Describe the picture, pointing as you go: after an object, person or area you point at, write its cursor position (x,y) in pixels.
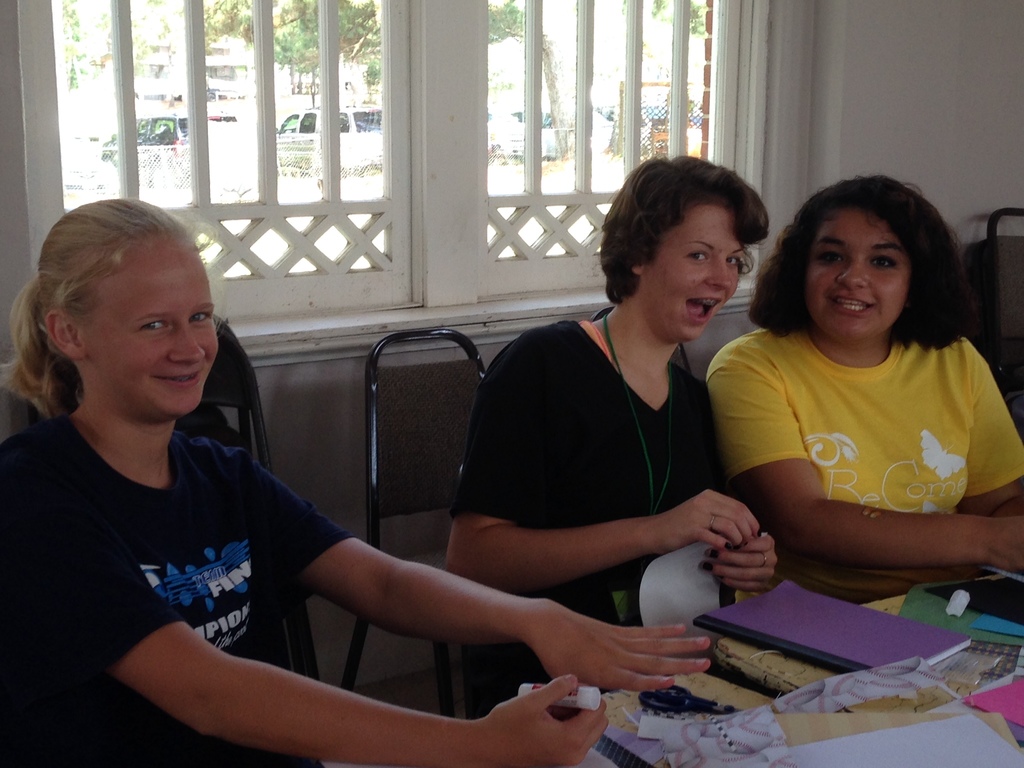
This image consists of three women (149,570) sitting in the chairs (417,466). To the left (251,566), the two women (344,545) are wearing black T-shirts (238,531). To the right (935,423), the woman (944,399) is wearing a yellow T-shirt (875,434). In front of them, there is a table (758,699) on which there are books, scissors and papers (932,728). In the background (461,150), there is a window (611,84) along with a wall (909,69).
